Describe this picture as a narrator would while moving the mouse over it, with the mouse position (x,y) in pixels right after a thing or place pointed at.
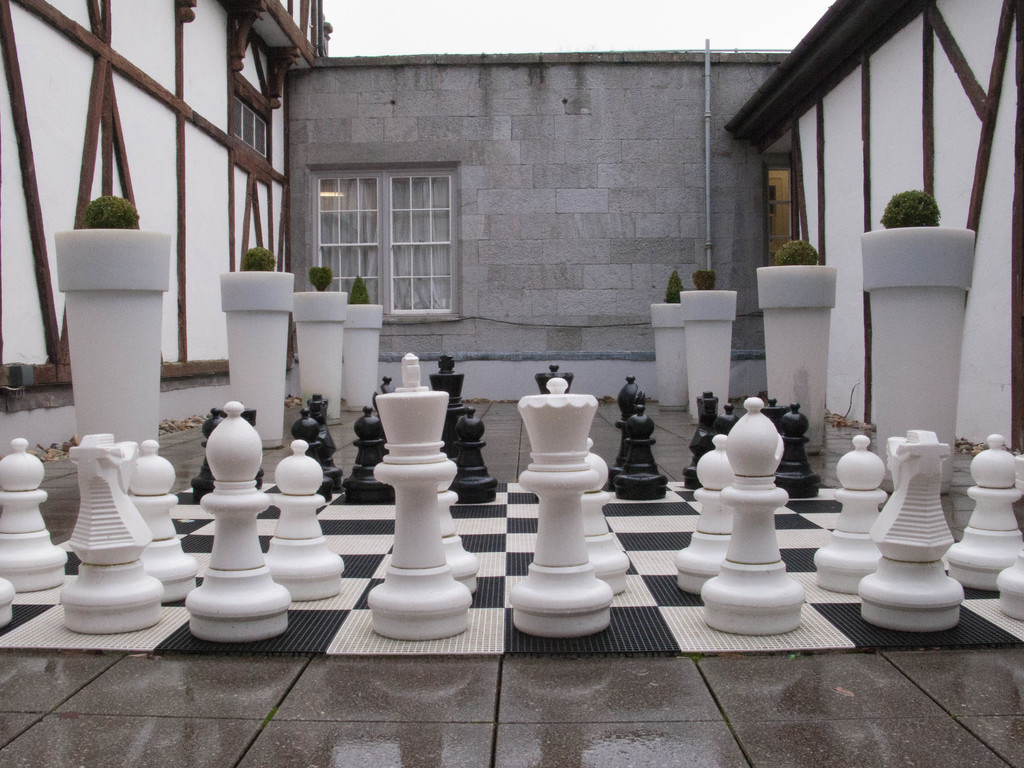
In this image I can see a chess board (726,651) and pawns (778,501) made up of stones (435,401), houseplants (281,308), wall (806,148), windows (389,218), pipe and the sky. This image is taken may be during a day.
